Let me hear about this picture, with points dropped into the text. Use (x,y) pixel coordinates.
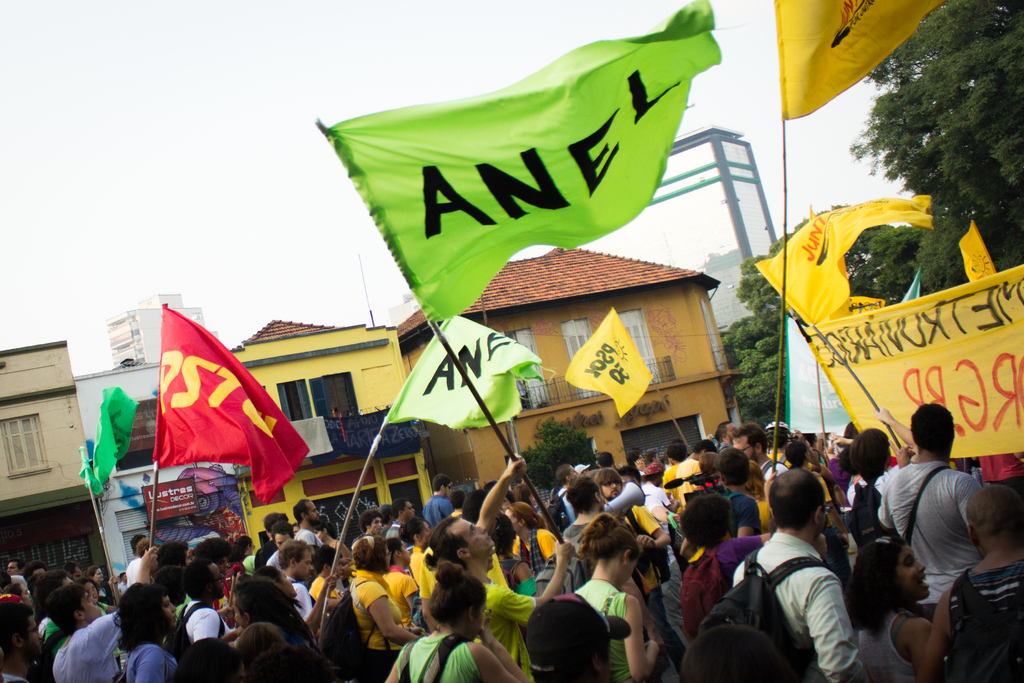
In the picture I can see people (495,571) are standing and holding the flags (405,161). On the right side of the image (975,193) I can see trees (896,277). There is a sky (850,155) on the top of this image (839,163).
